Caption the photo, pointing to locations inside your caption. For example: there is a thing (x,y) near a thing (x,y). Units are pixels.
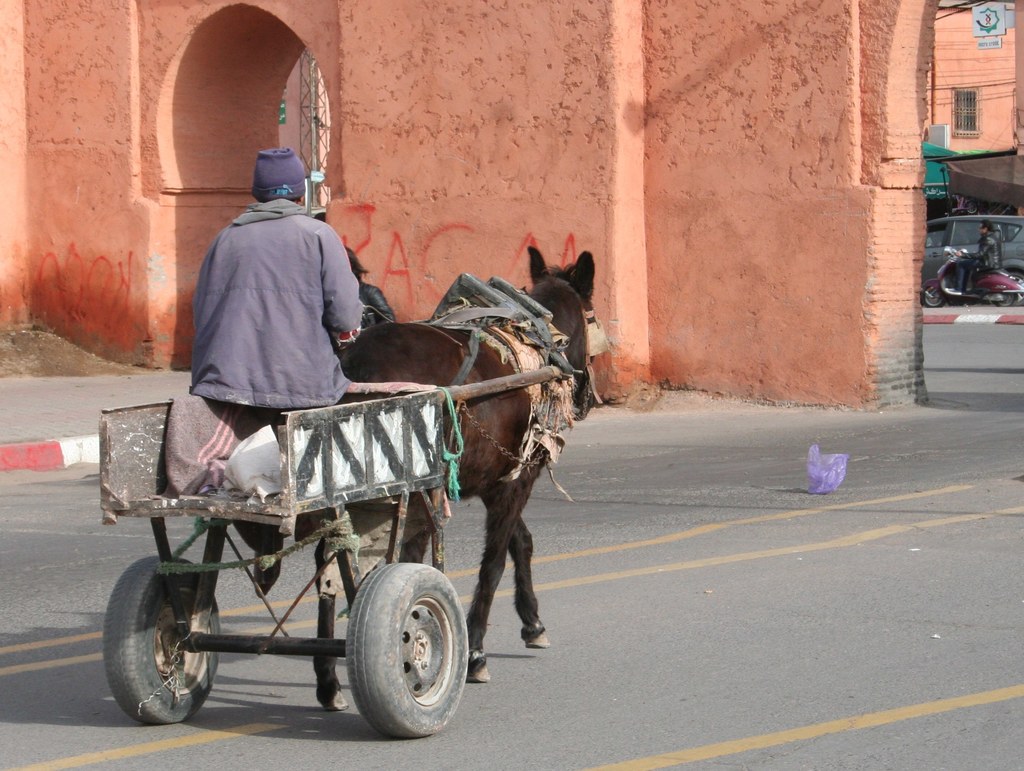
We can see a man (304,321). He is riding a cart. He is sitting on a cart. We can see on the background (409,221) there is a wall (529,114), arch (913,49) and car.
